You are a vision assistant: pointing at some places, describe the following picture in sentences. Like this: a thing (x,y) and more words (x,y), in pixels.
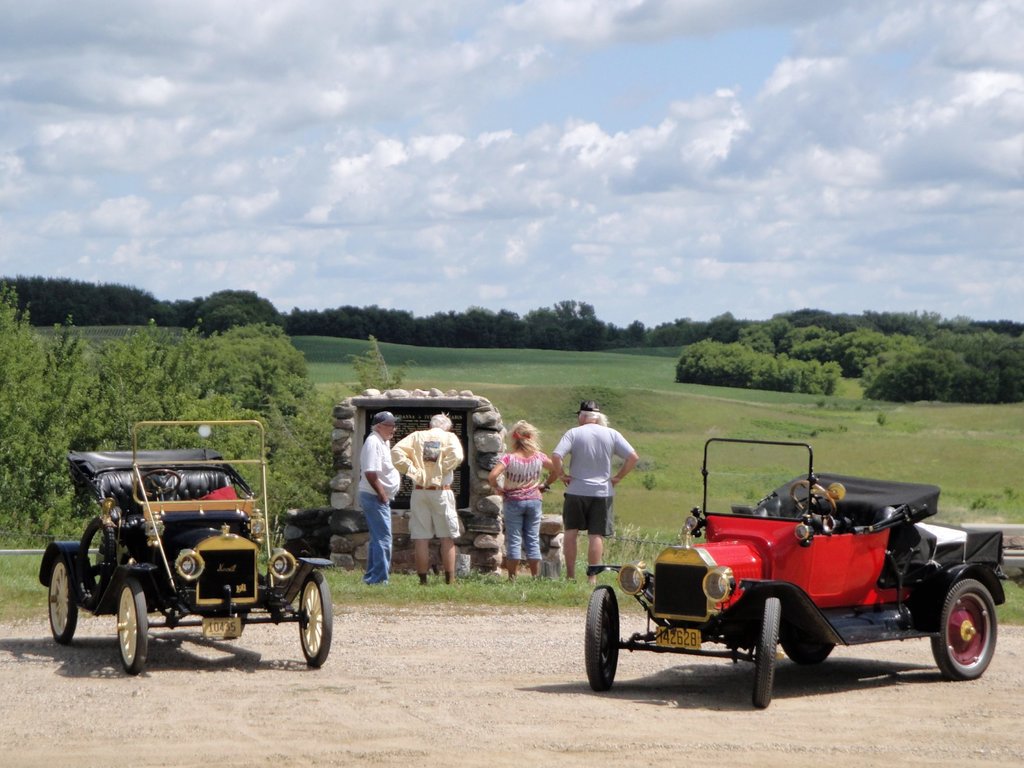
in this picture we can see few cars (697,568) on the left (173,501) and right side of the image (690,580), in the background (530,431) we can find few people (381,525) are standing on the grass (608,562), and also we can see few trees (708,375) and clouds (757,183).
